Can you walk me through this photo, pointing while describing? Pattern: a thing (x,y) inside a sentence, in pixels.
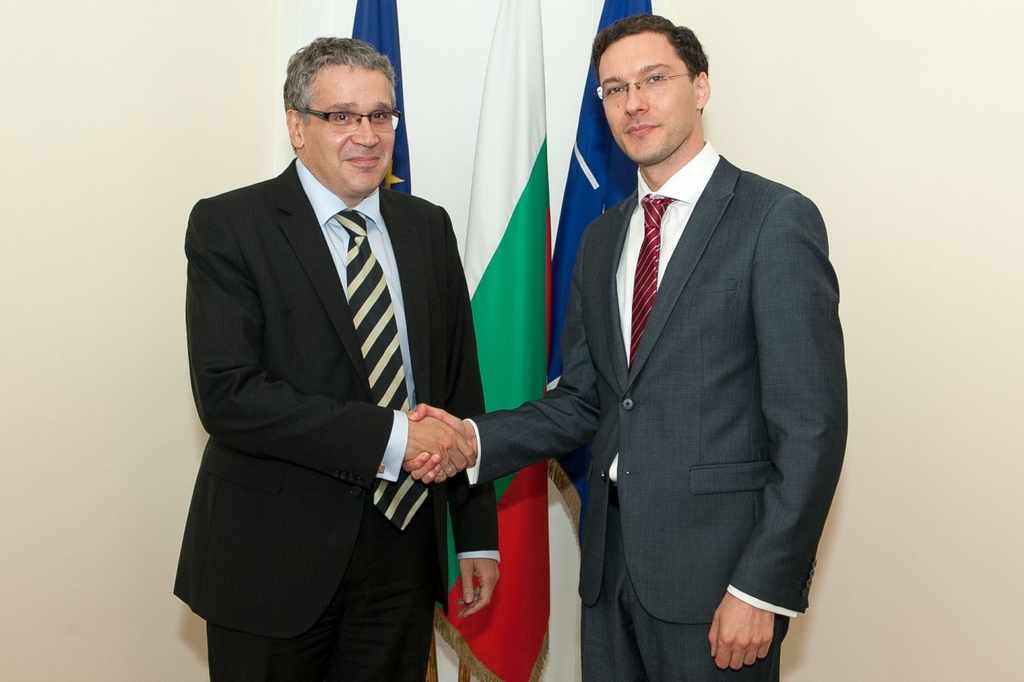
In this image I can see two men (691,371) wearing suits (321,408), standing, shaking their hands (444,417), smiling and giving pose for the picture. At the back of these people (406,315) there are three flags (483,167). In the background (890,273), I can see the wall (941,321).
